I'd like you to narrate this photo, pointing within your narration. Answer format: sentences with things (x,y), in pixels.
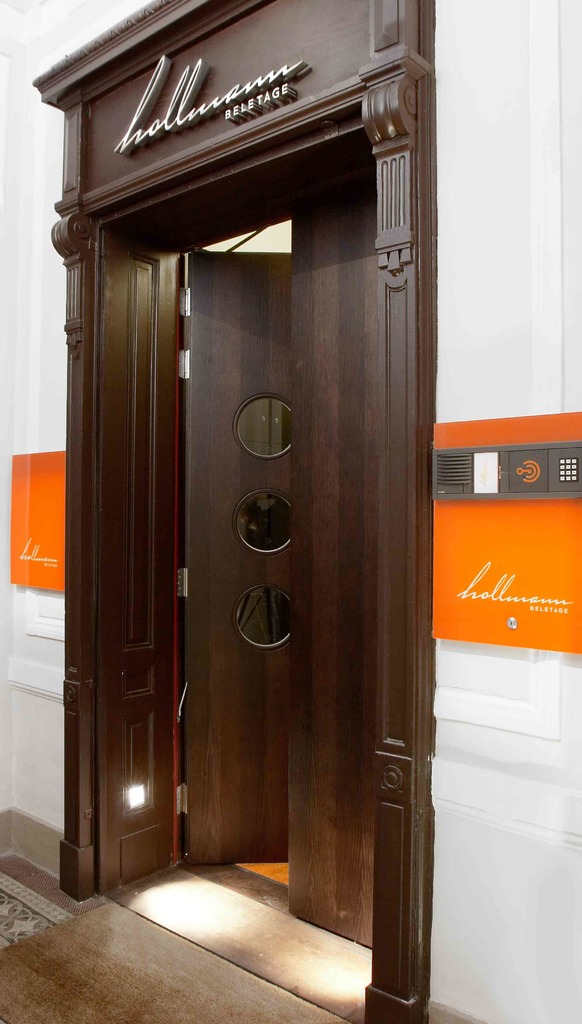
In this image I can see a brown color door (316,508). Back I can see a white color wall (566,260) and an orange color board (525,507) on it.
